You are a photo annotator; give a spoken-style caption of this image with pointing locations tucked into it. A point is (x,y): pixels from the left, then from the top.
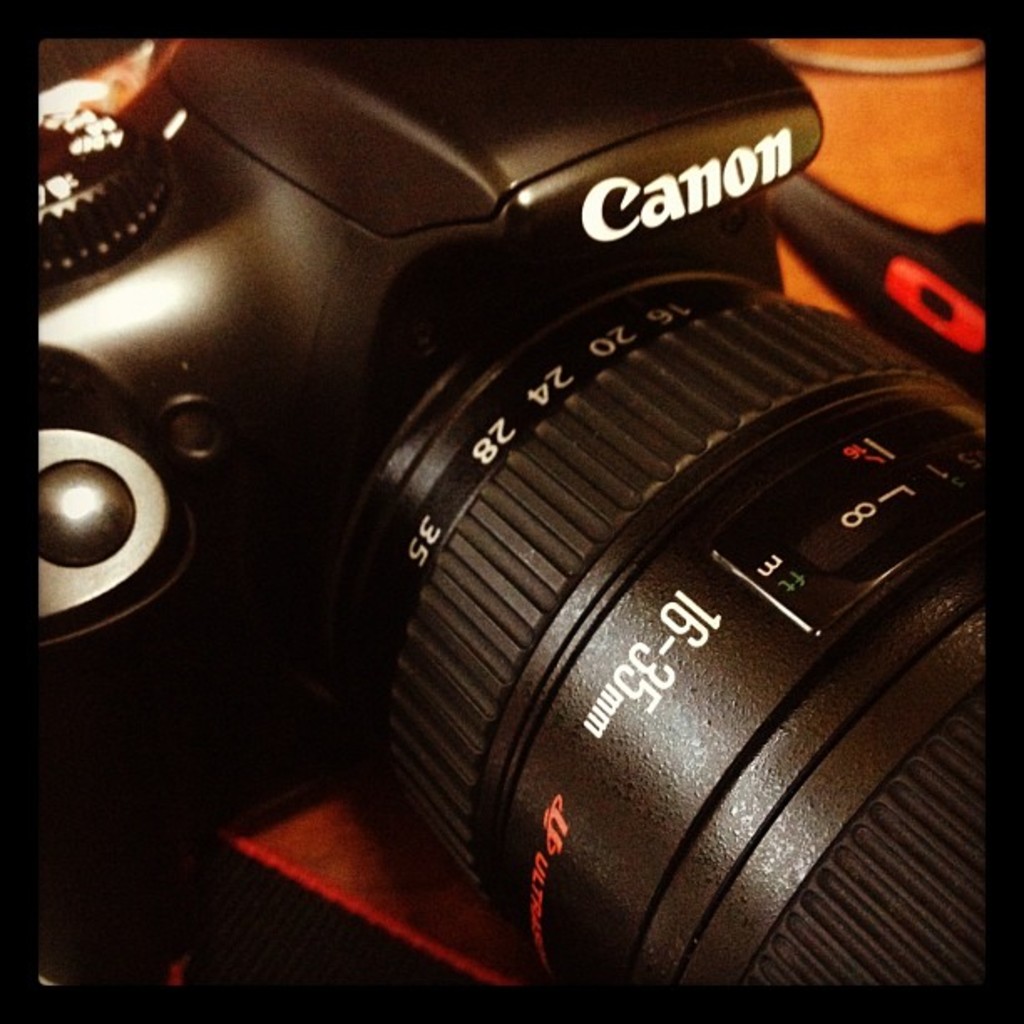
In this image in front (803,716) there is a camera (554,564). Beside the camera (957,579) there is some object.
